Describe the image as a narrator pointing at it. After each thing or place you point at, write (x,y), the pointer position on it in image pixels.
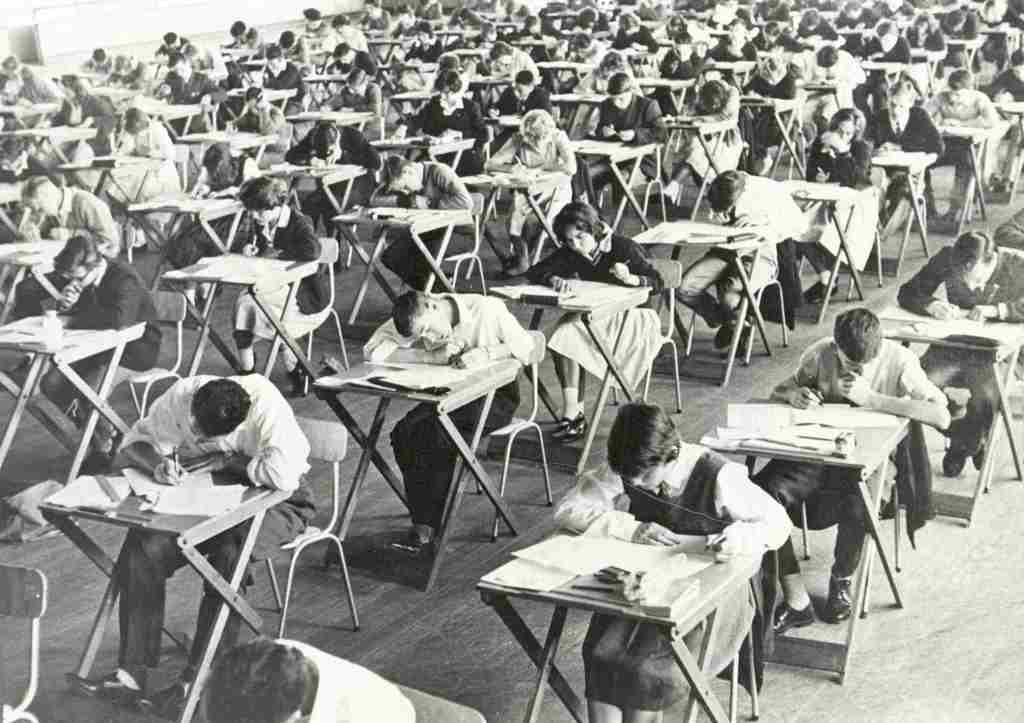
There are many people (509,318) in this room (472,337), in the chairs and writing something on the tables (237,509) on the papers (199,496).
